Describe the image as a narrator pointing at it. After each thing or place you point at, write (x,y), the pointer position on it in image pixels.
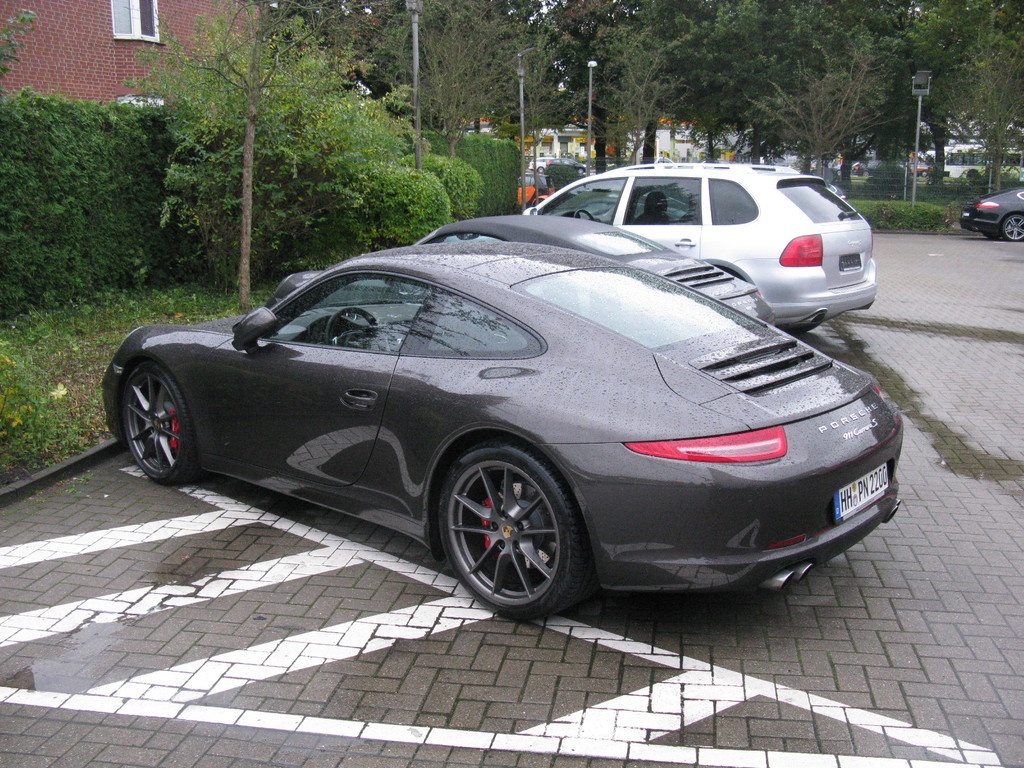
In front of the image there are cars (578,189) on the road (461,694). There are plants (365,179), trees (434,51), bushes (71,244), light poles (918,75). In the background of the image (964,152) there are vehicles (961,169) and buildings (565,149).
